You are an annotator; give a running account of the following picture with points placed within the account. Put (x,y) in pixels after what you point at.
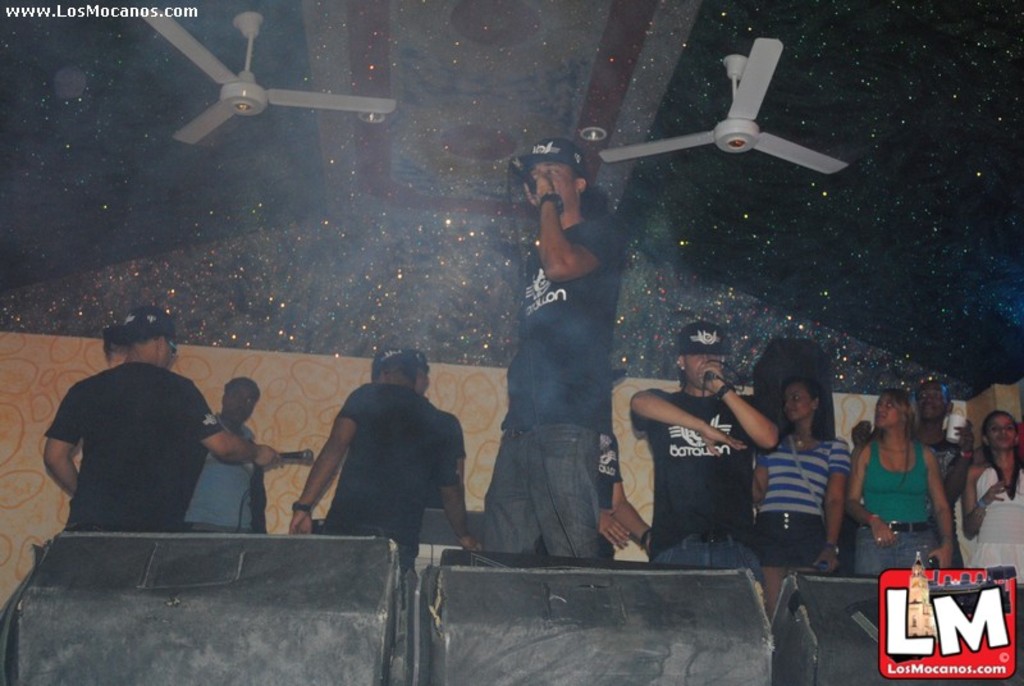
In the image there are few persons (533,160) singing on the mic (523,169) and on the right side (851,473) there are few persons (888,518) standing on the stage (757,627), there are fans (226,78) on the ceiling (194,71).
